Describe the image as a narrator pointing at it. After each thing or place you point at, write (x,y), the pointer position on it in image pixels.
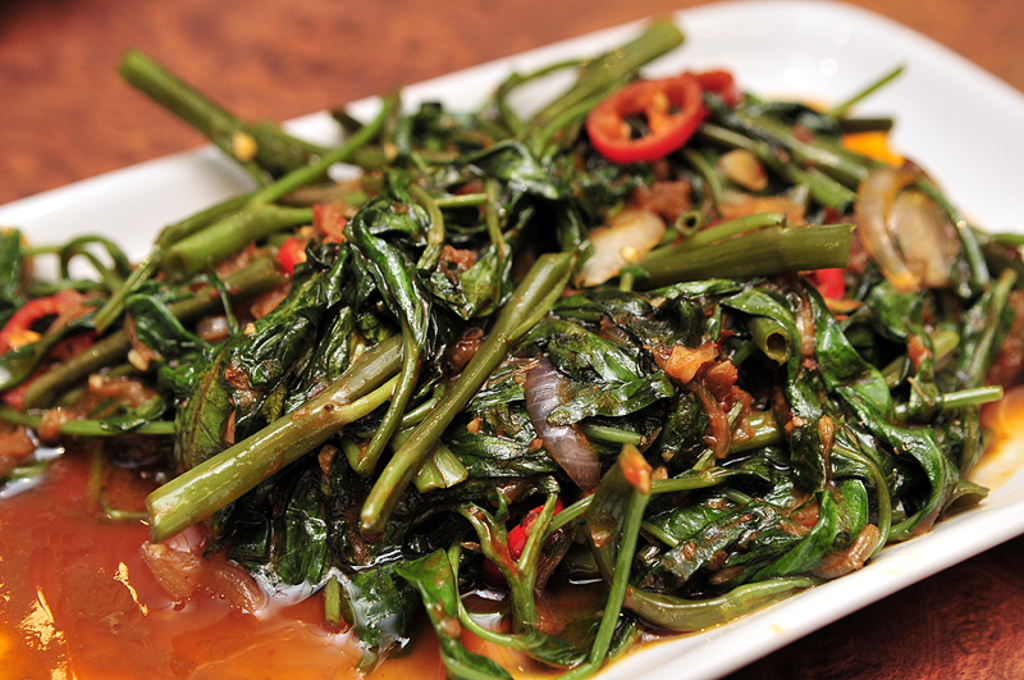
Here we can see food (524,477) and a plate (752,633) on a platform (615,4).
